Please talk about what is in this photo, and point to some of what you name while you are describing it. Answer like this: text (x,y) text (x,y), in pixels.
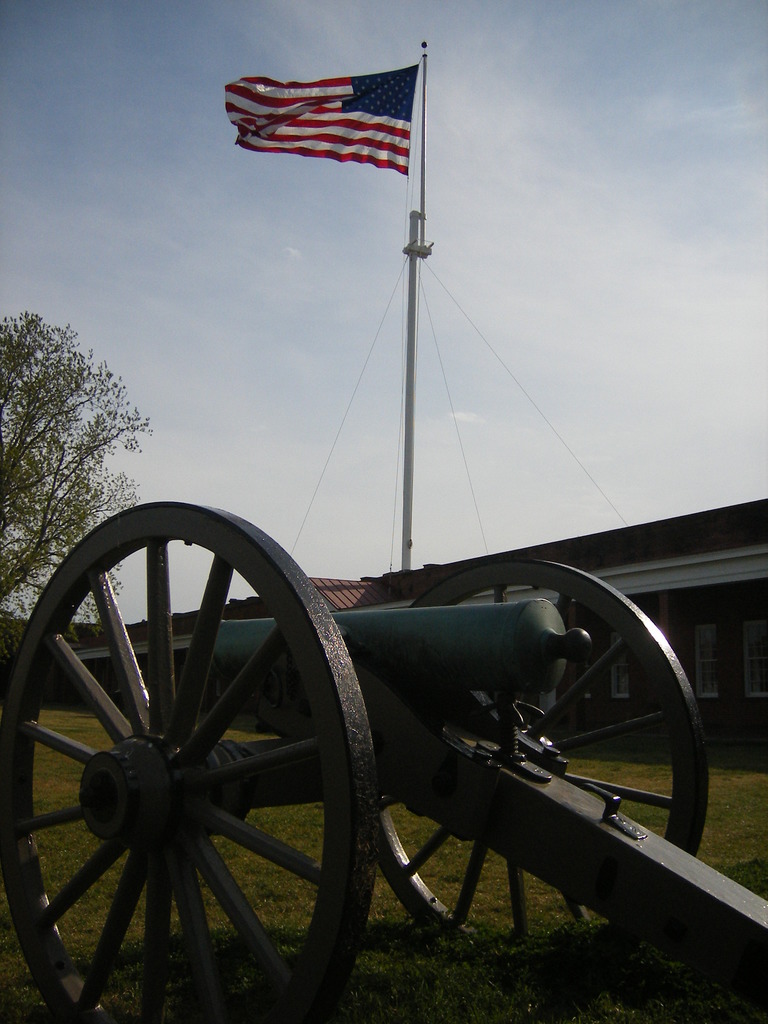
In this image, there are a few houses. We can see a flag (355,114) and some wires (396,500). We can see a cannon (418,858). We can also see the ground (482,939) covered with grass (441,980). We can see a tree (12,339) on the left (68,482) and the sky (198,302).
